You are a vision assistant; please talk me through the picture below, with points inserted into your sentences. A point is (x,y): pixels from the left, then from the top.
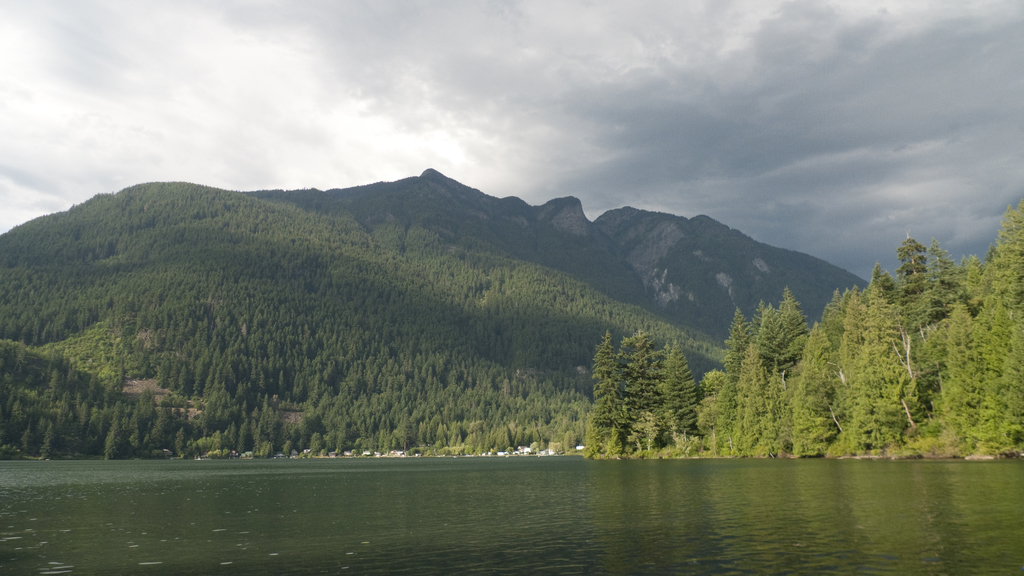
In this picture we can see water (667,533). There are reflections (797,503) of a few trees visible in the water (838,549). We can see some trees (619,361) from left to right. Few mountains (721,259) are visible in the background (128,376). Sky (612,124) is cloudy.
